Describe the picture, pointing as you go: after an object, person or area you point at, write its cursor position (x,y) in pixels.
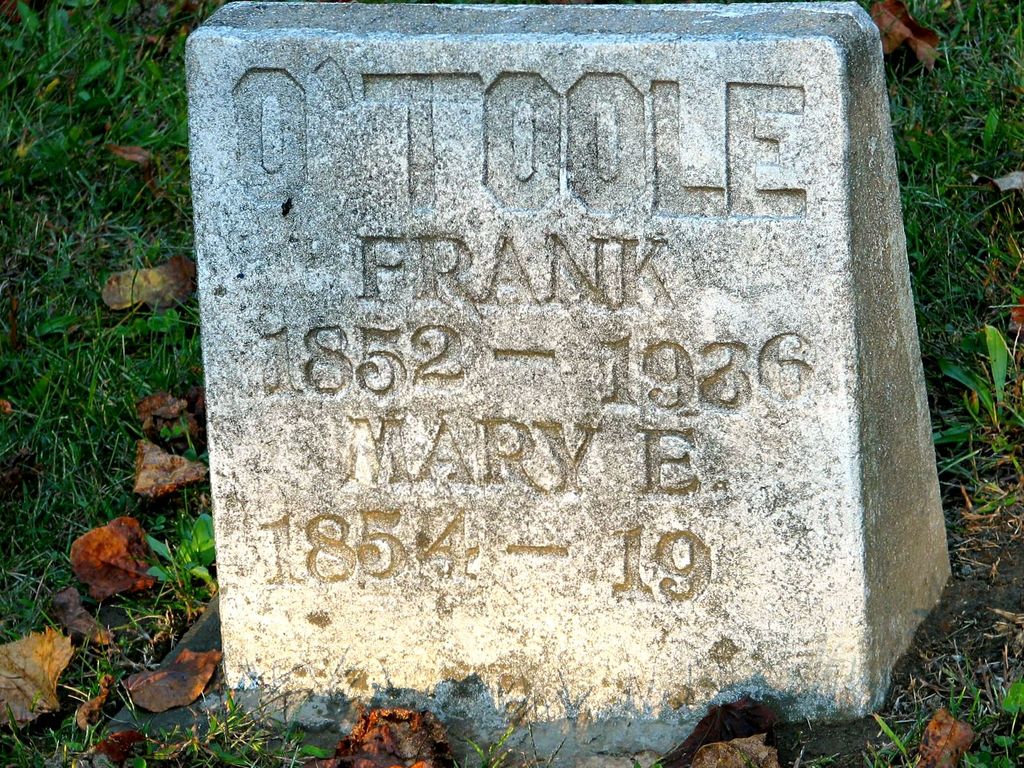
This picture contains a headstone (580,327) or gravestone (658,527). We see some text (590,430) written on the headstone (452,345). In the background (81,260), we see grass (103,230) and dried leaves (89,556). This picture might be clicked in the graveyard (181,647).
